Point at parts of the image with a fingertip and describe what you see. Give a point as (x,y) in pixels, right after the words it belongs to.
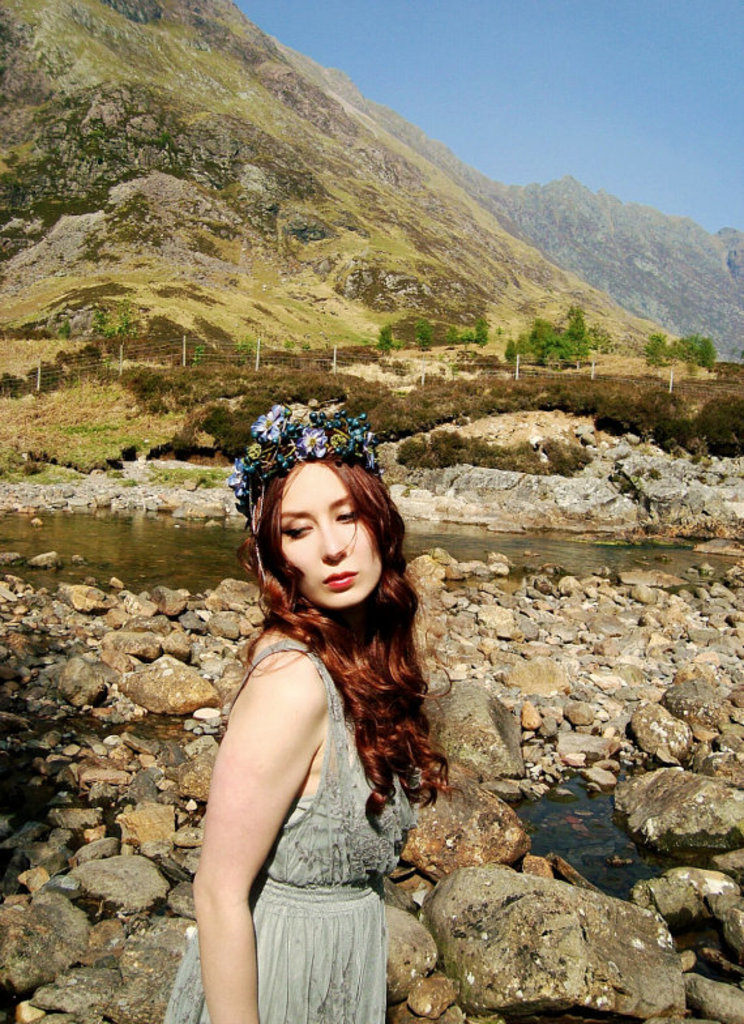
In the image we can see a woman (330,736) standing, wearing clothes (379,820) and a flower crown (320,424). These are the stones (518,707), water (555,850) grass (403,393), plant (424,329), mountains (504,212) and a pale blue sky (550,93).
